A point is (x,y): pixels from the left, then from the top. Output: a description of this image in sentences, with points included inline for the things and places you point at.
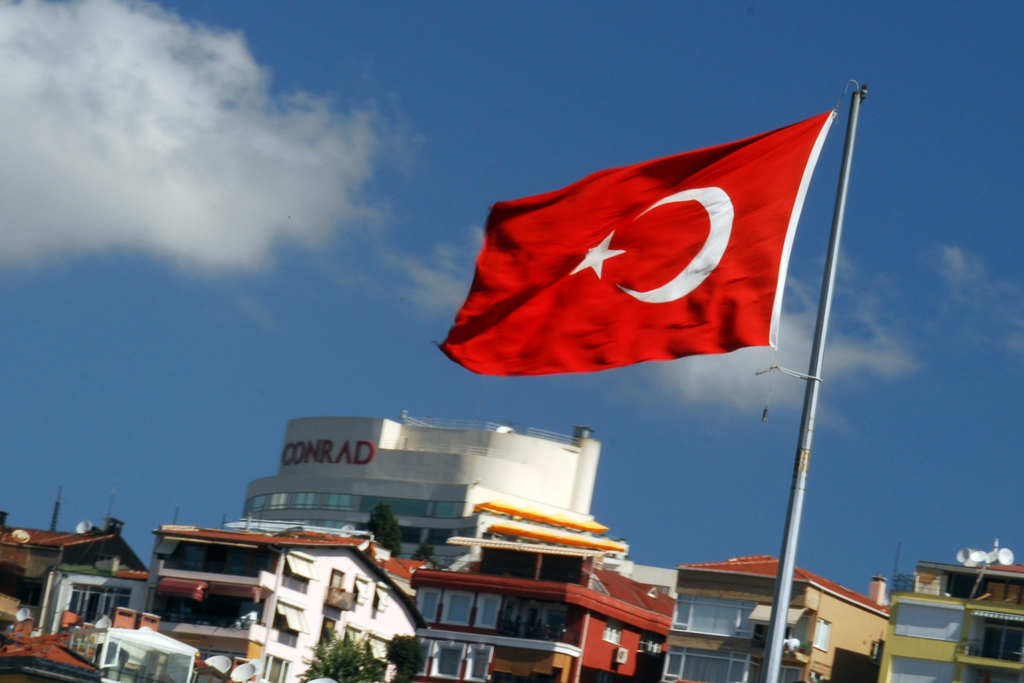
In the image there is a red flag (758,280) on the right side (742,312) and behind there are buildings (527,626) with a tree (407,658) in front of it and above its sky (367,198) with clouds (152,145).
